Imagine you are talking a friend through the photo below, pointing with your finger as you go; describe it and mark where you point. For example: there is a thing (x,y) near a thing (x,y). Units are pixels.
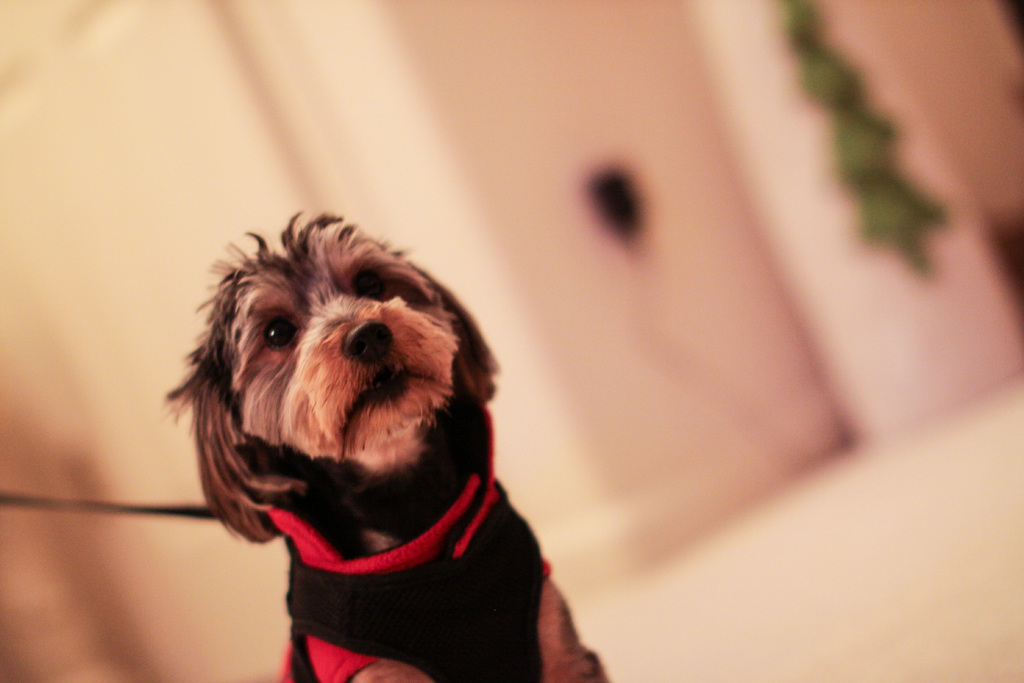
In this picture we can see a dog (235,295). In the background of the image (758,277) it is blurry.
